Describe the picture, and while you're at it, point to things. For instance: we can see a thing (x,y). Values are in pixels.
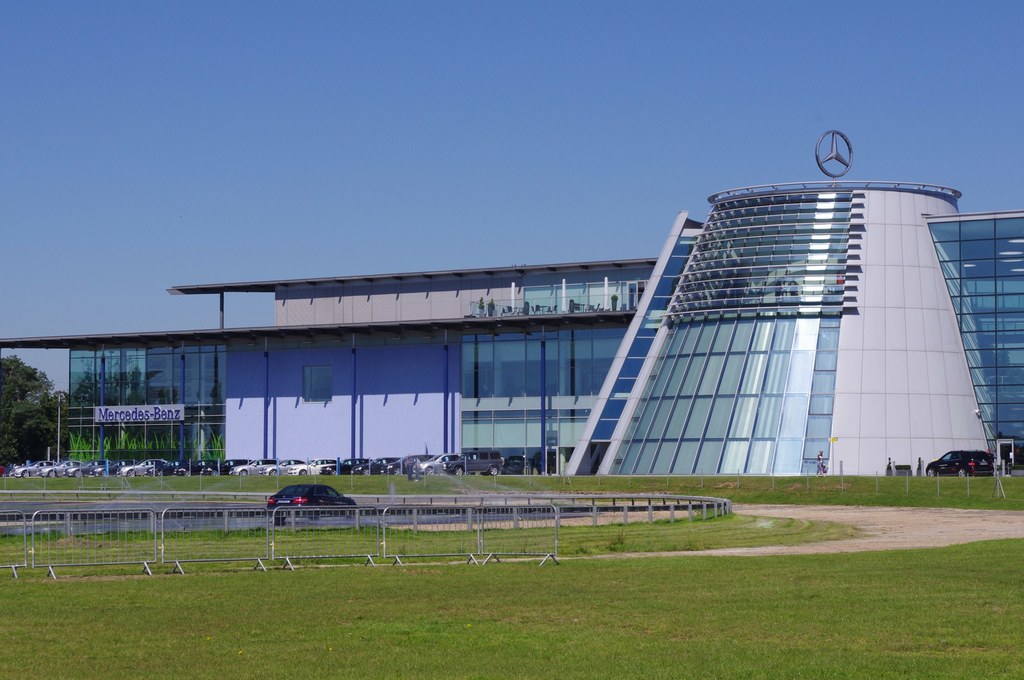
There is a fence (311,537) and a grassy land (276,629) at the bottom of this image (323,513). We can see a building (271,433), trees (57,434) and cars (292,467) in the middle of this image (367,425) and the sky (216,220) is in the background (233,229).
